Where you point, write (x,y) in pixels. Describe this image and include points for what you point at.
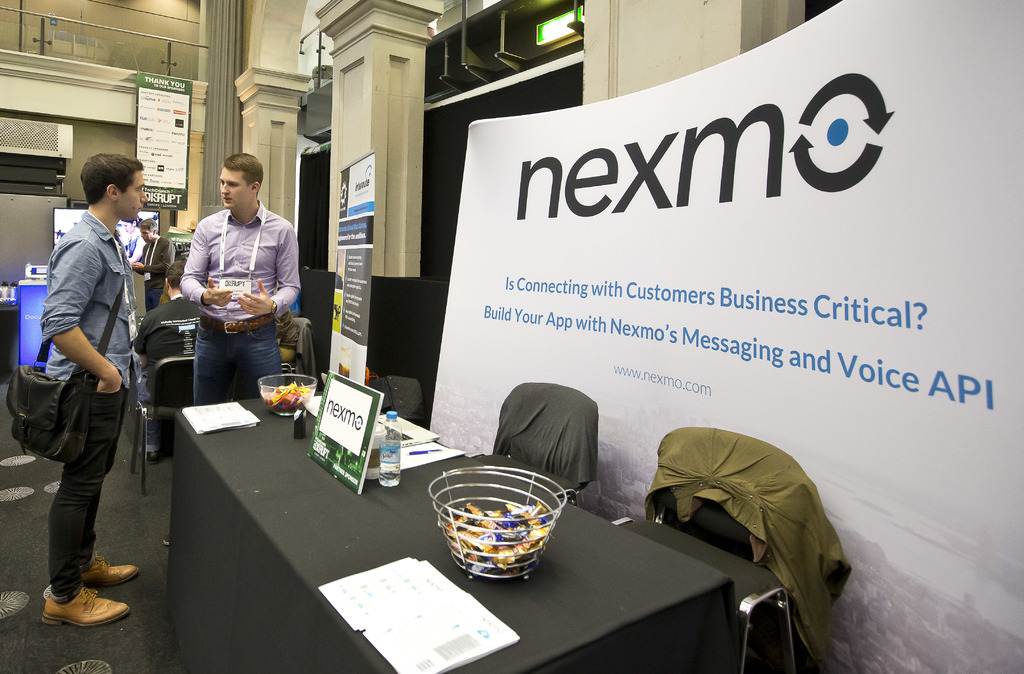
In this image there are two persons (236,363) standing towards the left (236,363). The person (96,613) towards the left (118,406), he is carrying a bag (20,392), behind him there is another person (198,266), he is wearing a identity card (233,288). In the center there is a table (546,567). on the tables (443,560) there are some papers (429,587), baskets (481,525), a card (367,466) and a bottle (392,477). In the background (726,291) there is a board (726,291) and some text (713,302) written on it. Towards the left (274,123) there are pillars (364,127) and group of people (149,229).
